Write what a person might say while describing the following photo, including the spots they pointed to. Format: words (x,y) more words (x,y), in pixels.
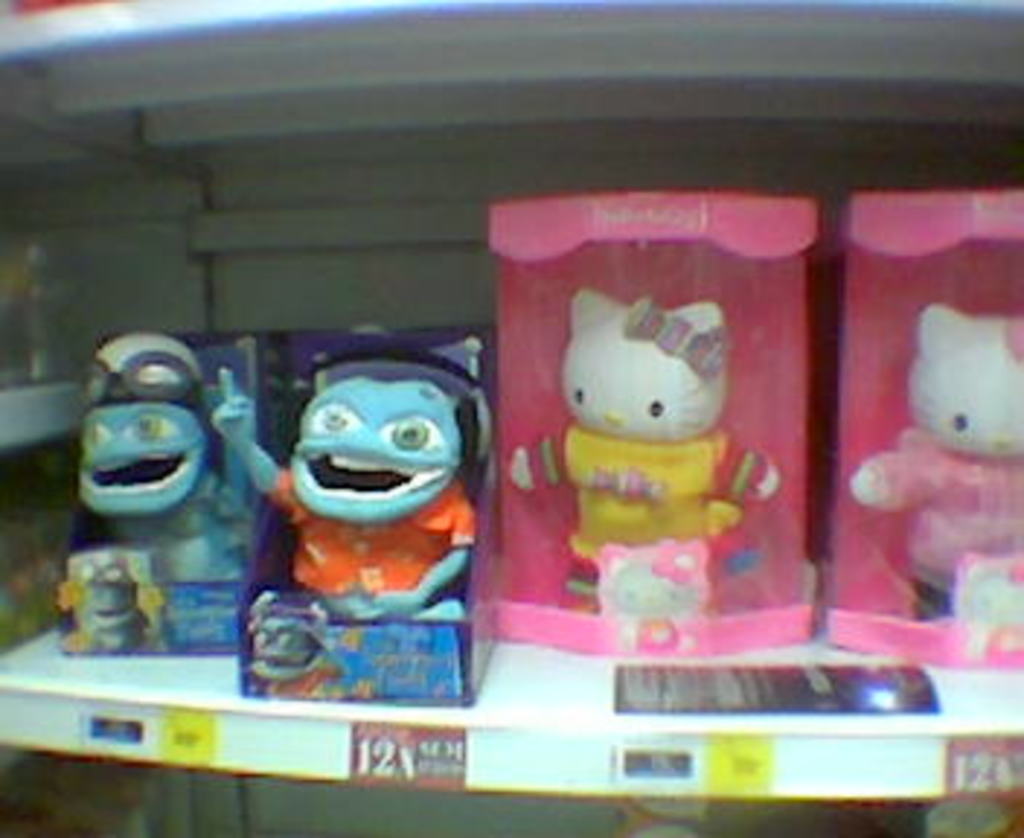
This image consists of dolls (420,549). To the right (879,497), there are hello kitty's (965,466) are kept in a rack (39,730).
